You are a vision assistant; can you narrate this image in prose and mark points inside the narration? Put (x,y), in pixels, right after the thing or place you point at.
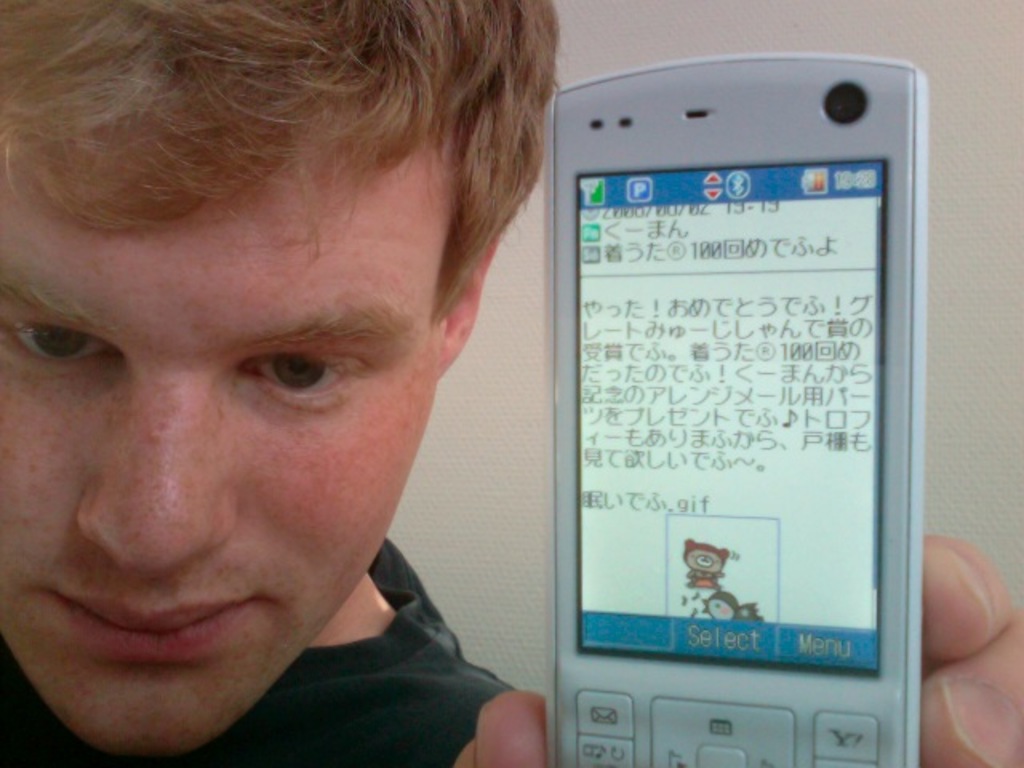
In this picture there is a man (161,1) who is looking down and he is holding a mobile phone (828,566) with some data (697,413) and displaying it and in the background (778,45) there is a white colour wall (1017,526) and there some buttons (612,721) on the mobile (702,753).
